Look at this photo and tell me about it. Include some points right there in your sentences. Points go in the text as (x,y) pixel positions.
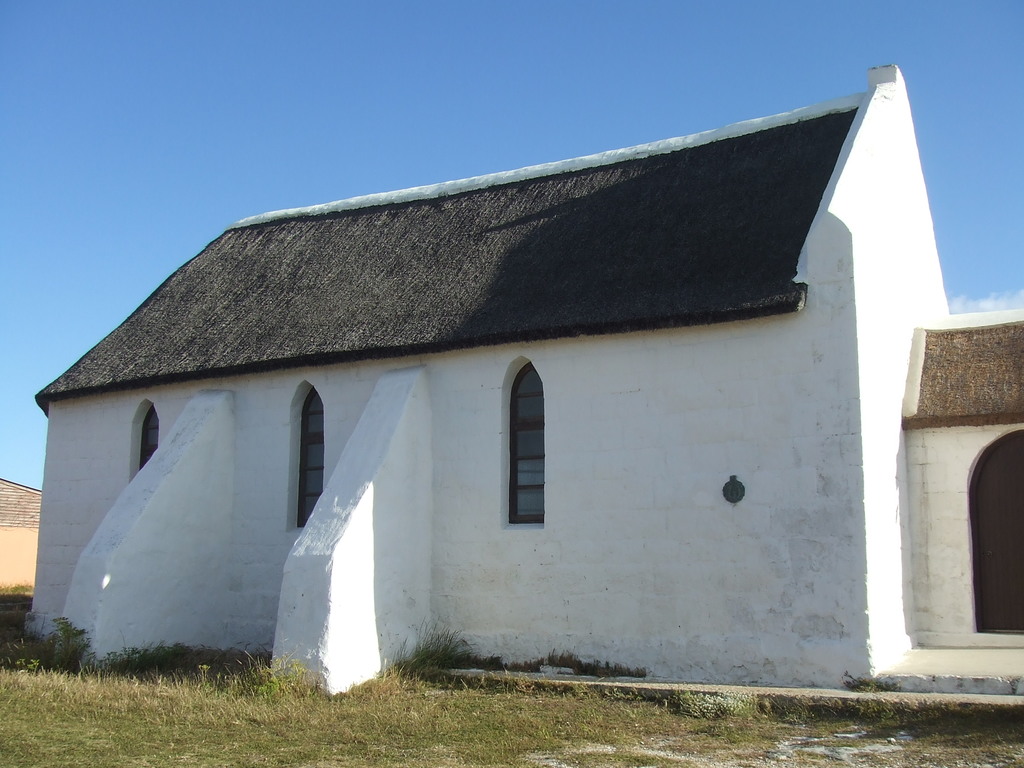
In this image I can see the grass (313,712), a house (383,518). In the background (334,189), I can see the sky (287,125).
